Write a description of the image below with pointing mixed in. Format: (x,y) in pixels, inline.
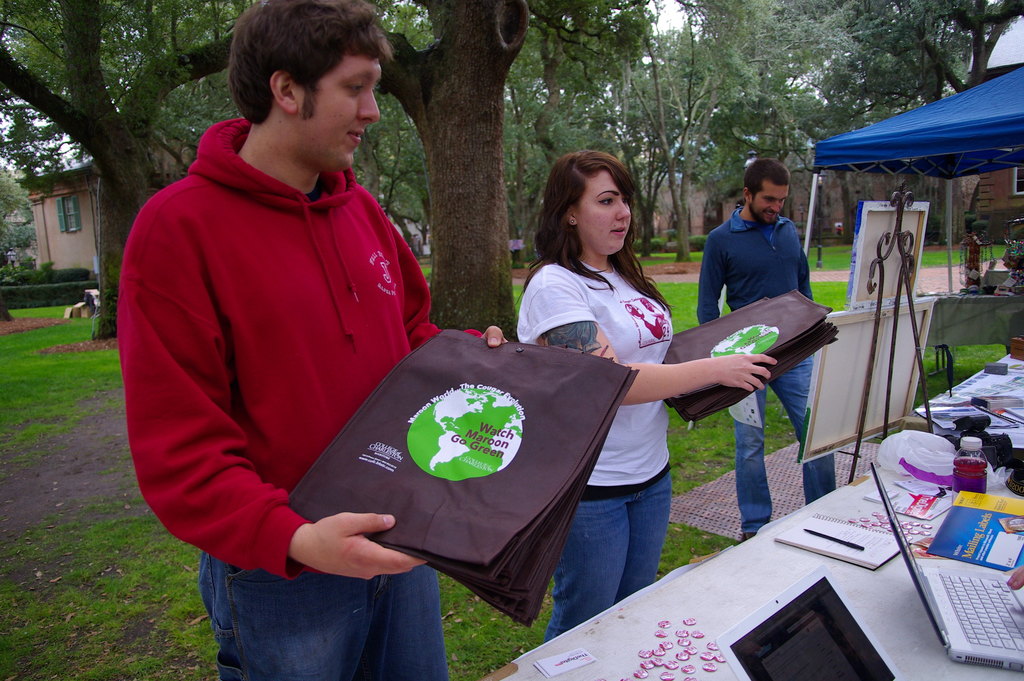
In this picture there are people (525,317) in the center of the image (397,334), by holding bags (459,452) in their hands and there is a table (713,605) at the bottom side of the image (762,556), on which there are laptops (797,598) and books (872,557), there are trees (621,23) at the top side of the image (565,47).
